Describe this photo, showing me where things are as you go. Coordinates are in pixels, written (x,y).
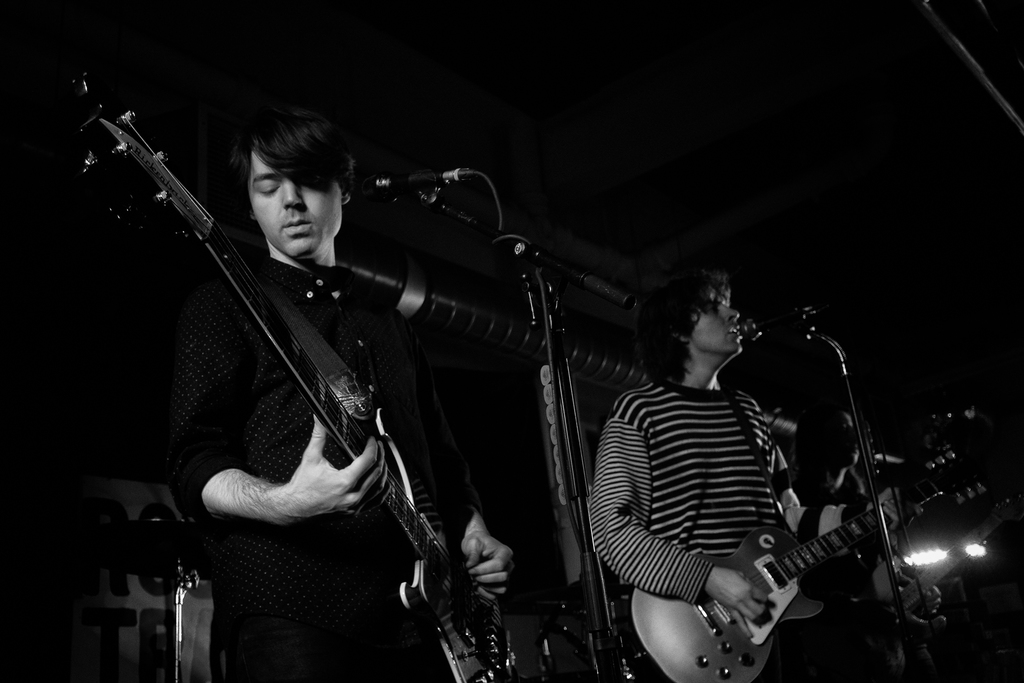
In this image there are two boys (673,518). In the left side of the image (189,446) a boy (289,390) is holding a guitar (412,505), in the right side of the image (694,350) another boy (724,355) holding a guitar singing with the mic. There is a light (910,560) in the right of the image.
